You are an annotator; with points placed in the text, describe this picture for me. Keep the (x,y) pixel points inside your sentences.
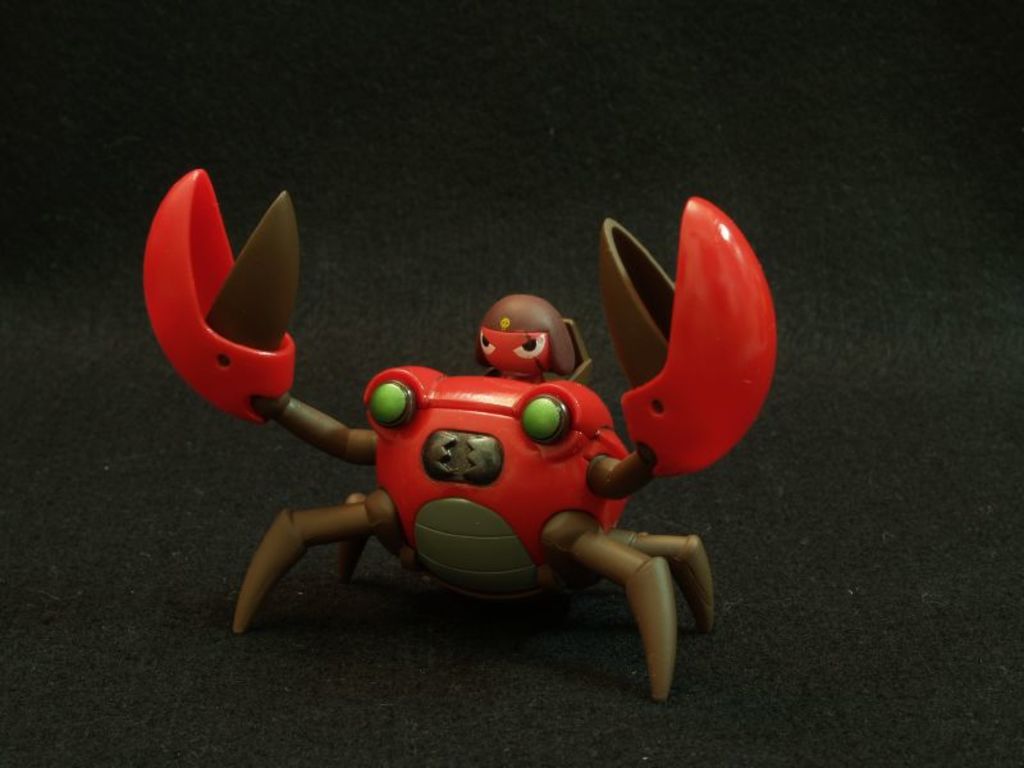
In this image we can see a toy (426,395) on the black color surface (425,334).
